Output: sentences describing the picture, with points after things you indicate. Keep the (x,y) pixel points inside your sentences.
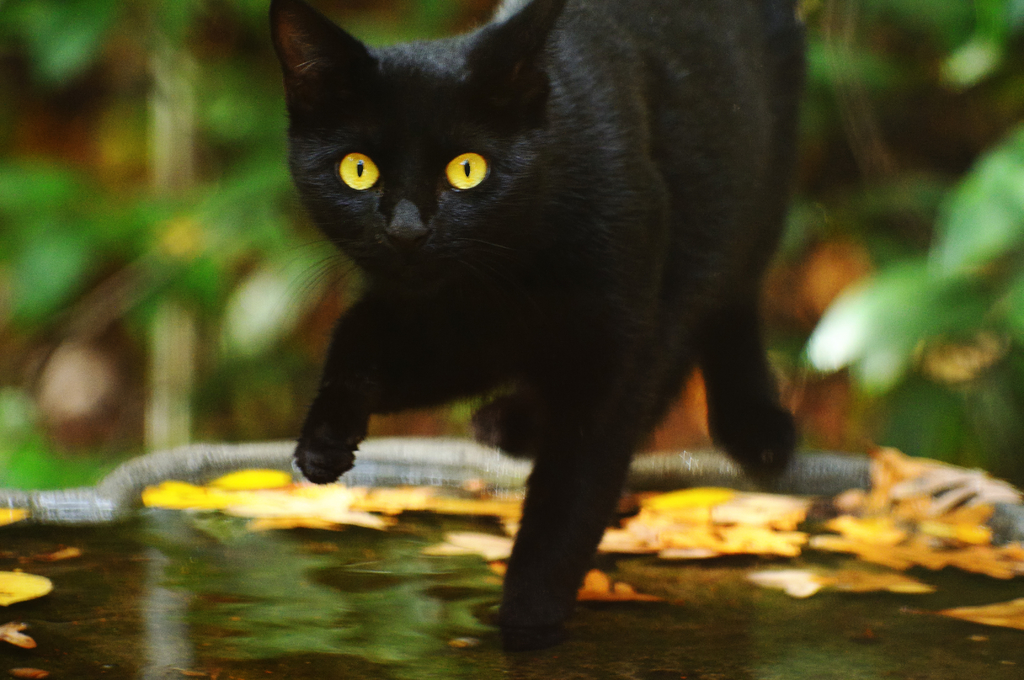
In this picture I can observe black color cat (364,159) in the middle of the picture (581,383). In the bottom of the picture (393,603) I can observe water (561,660). The background (874,137) is completely blurred.
